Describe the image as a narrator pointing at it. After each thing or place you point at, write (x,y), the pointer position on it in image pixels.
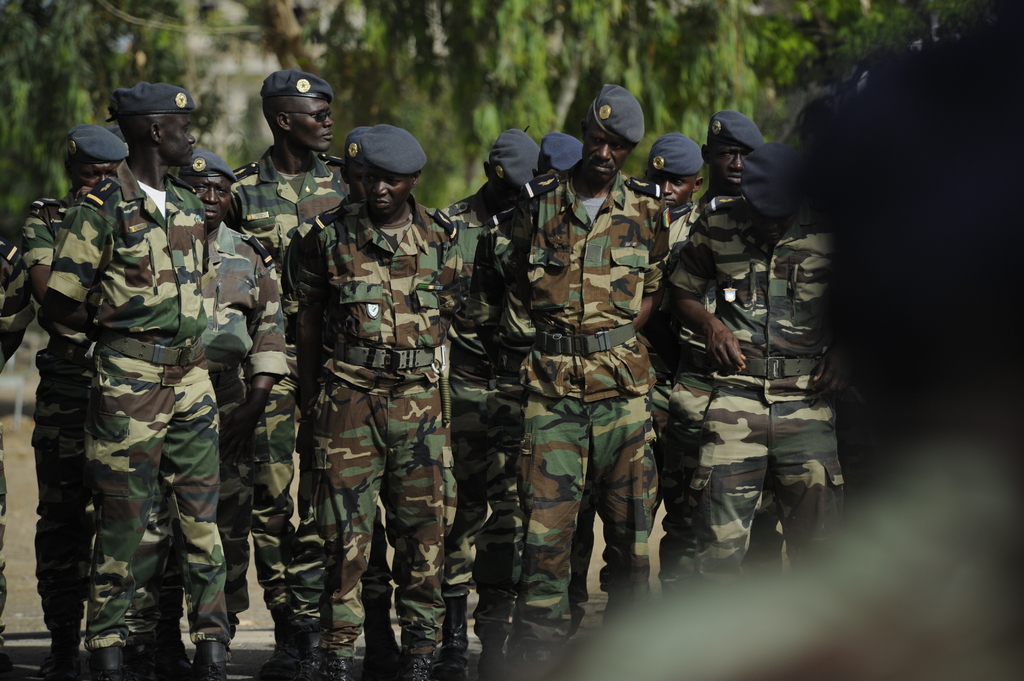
In this image, we can see a group of people (725,428) are standing. They are in military dress (506,527) and wearing caps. Background (41,67) we can see trees (438,57). Right side of the image (946,566), we can see a blur view.
